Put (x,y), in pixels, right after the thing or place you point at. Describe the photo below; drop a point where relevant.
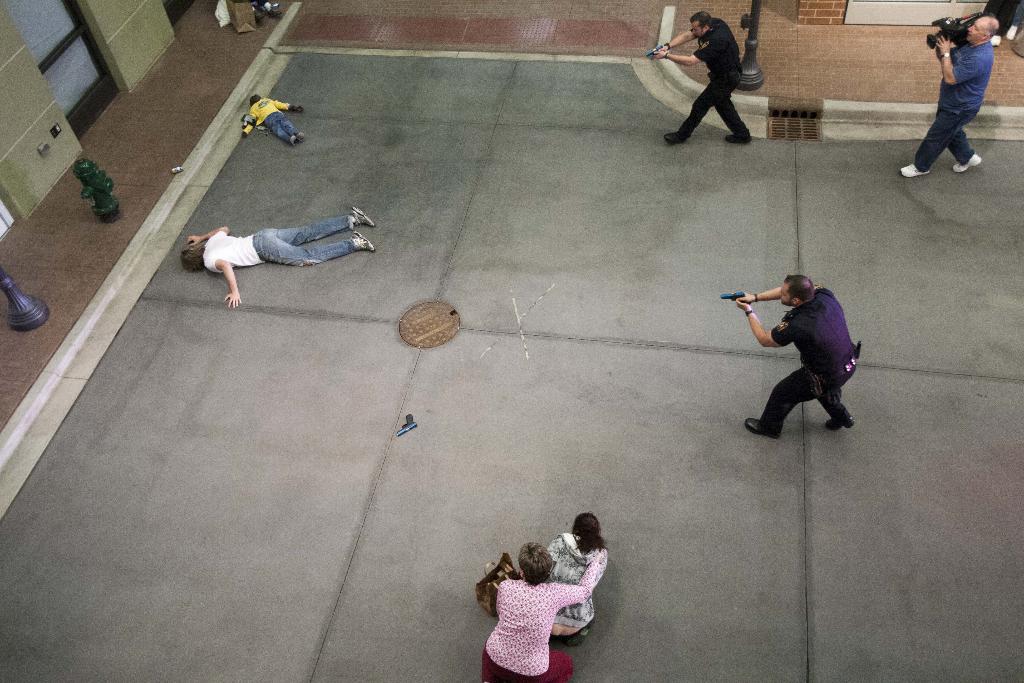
In this picture we can see three men (718,57) are walking, a man (960,78) on the right side (968,74) is holding a camera (962,24), two men (830,387) in the middle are holding guns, on the left side (278,257) there are two persons (276,133) laying, we can see a water hydrant (110,200) and a wall (28,148) on the left side (34,121), at the bottom (529,635) we can see two more persons (554,604).
